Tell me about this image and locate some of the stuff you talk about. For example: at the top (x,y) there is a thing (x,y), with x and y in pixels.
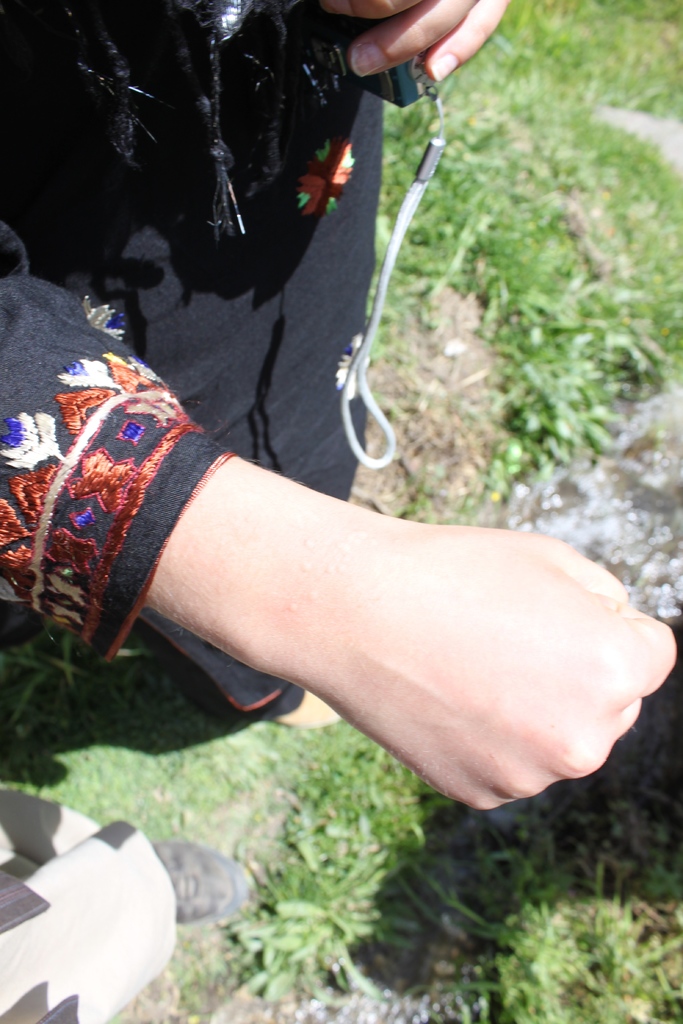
In this image a lady (332,539) is showing a hand (381,636). She is holding a phone (403,100). In the bottom left (28,958) there is another person (60,916). On the ground (551,916) there are grasses (531,156).
